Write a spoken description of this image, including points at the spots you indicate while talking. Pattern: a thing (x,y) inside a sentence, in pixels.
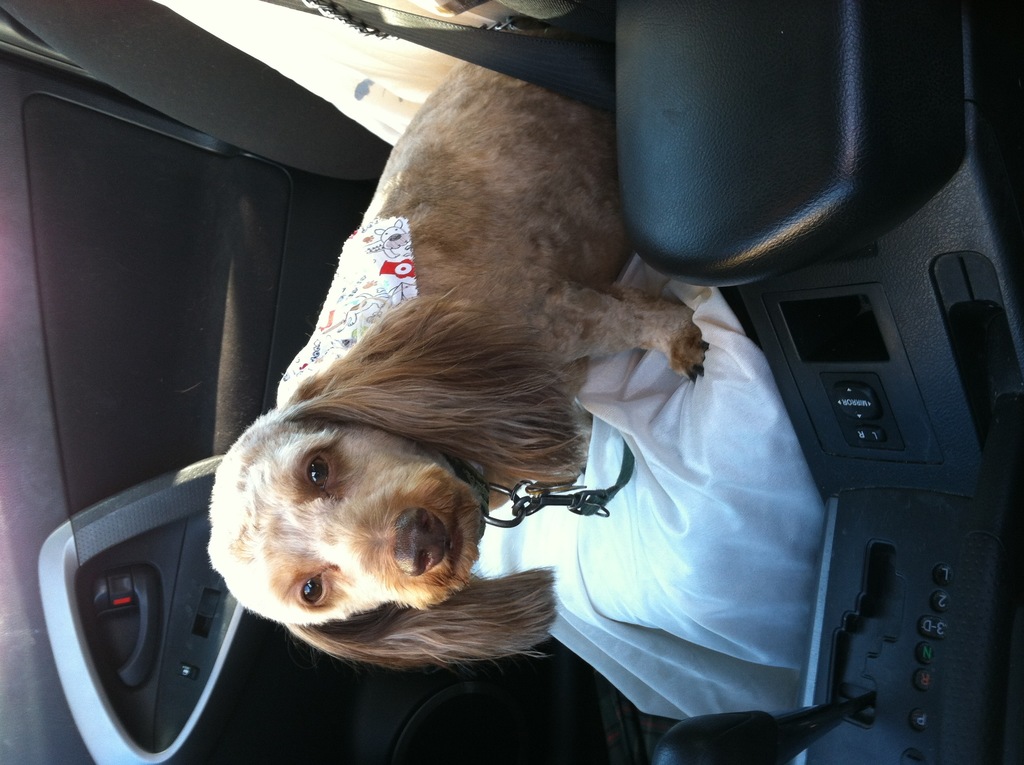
In this image I can see dog (301,464) sitting on the car seat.
